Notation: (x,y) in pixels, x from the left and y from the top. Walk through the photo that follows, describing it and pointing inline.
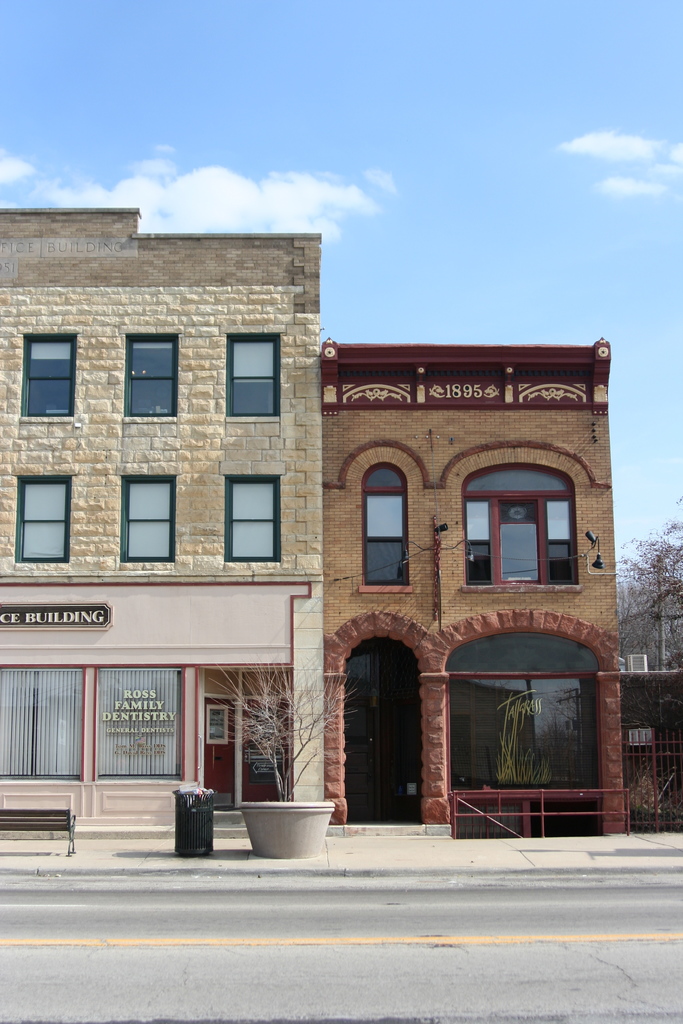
In this image there is a building (271,476) with the windows (271,476) in the middle (301,482). At the top (366,99) there is sky (389,95). At the bottom (300,938) there is a road (327,939). Beside the road (266,891) there is a footpath (561,860) on which there is a bench (53,821) on the left side (34,816) and a dustbin (199,824) beside it. In the middle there is a flower pot (292,813).
